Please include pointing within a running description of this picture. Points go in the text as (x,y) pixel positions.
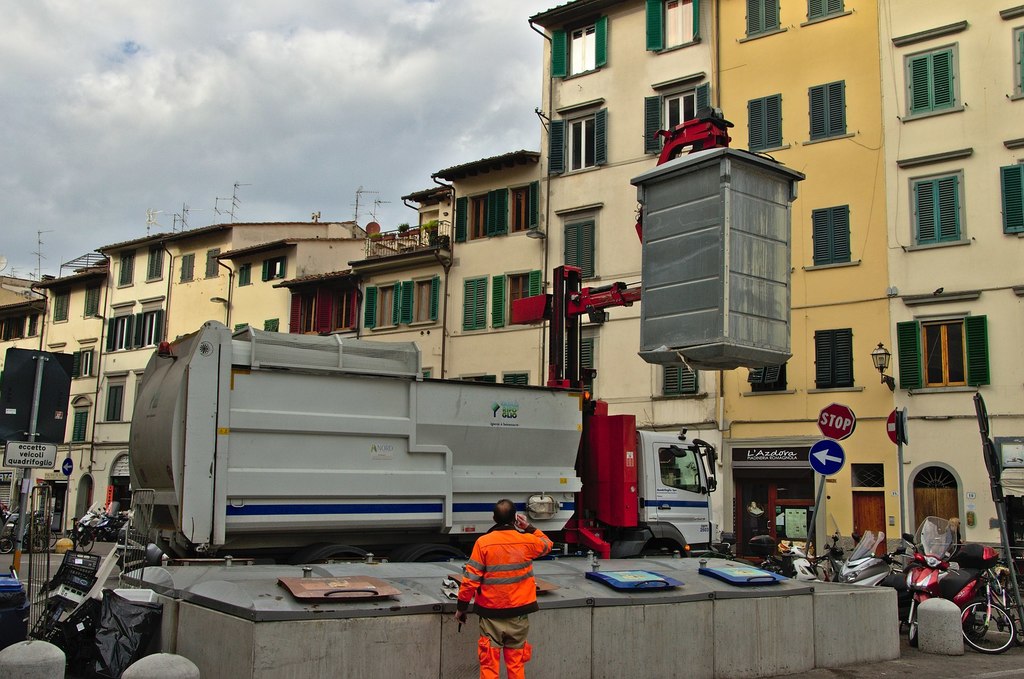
In this image in the front (527,553) there is a man (507,597) standing. In the center (359,443) there is vehicle (484,491) and on the right side (778,487) there are buildings (863,368), bikes (925,554) and boards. On the left side (77,587) there are black colour objects (41,633). In the background (86,337) there are buildings (86,337), bikes (93,513) and the sky (273,76) is cloudy.
